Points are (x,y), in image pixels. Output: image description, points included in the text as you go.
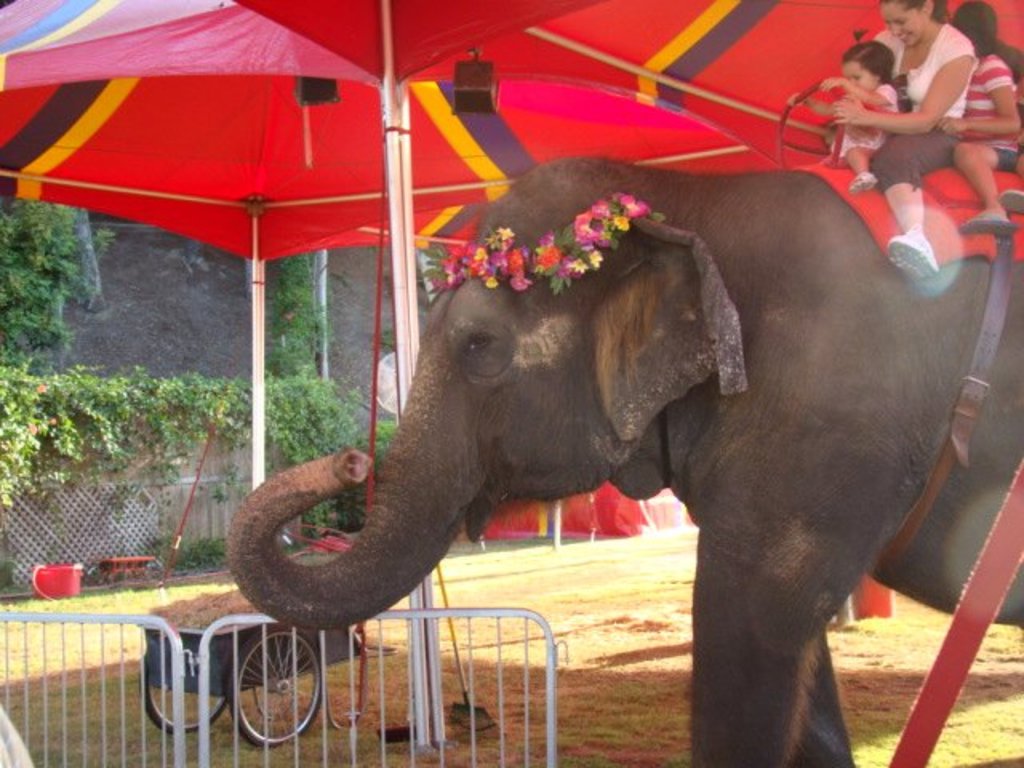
In this image I can see a few people (888,148) are sitting on the elephant (828,354). I can see few colorful flower (574,264) on the elephant head (630,233). In front (209,638) I can see a fencing (204,651), trees (182,416), umbrellas (163,129), vehicle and wall (197,285).
